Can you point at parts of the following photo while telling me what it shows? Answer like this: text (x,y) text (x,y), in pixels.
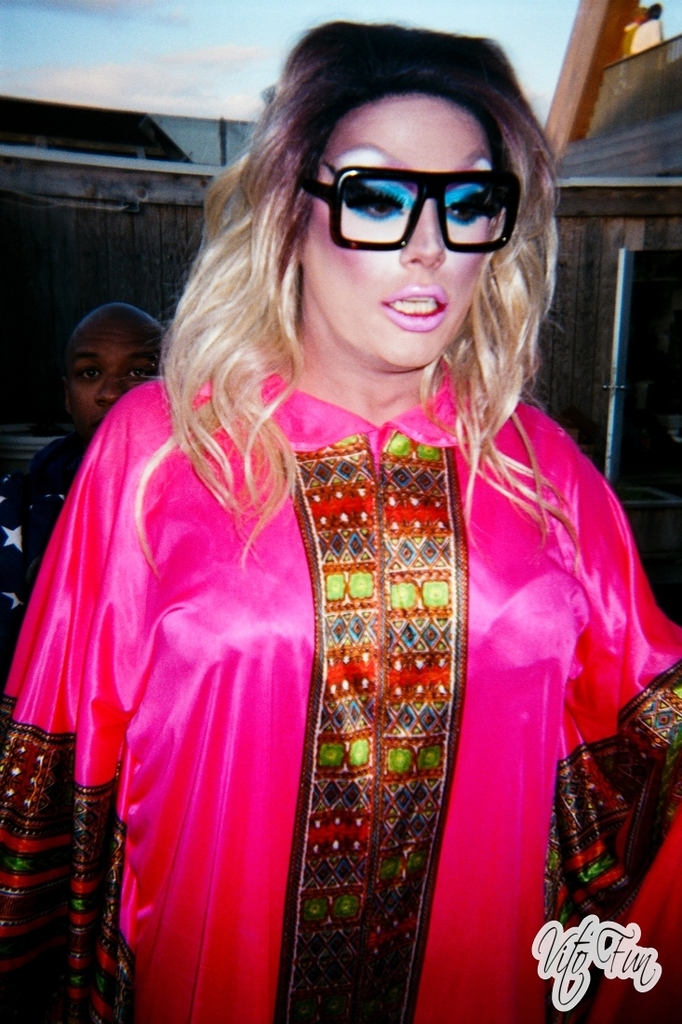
In the image I can see a person (226,576) who is wearing the spectacles (448,184) and behind there is an other person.
